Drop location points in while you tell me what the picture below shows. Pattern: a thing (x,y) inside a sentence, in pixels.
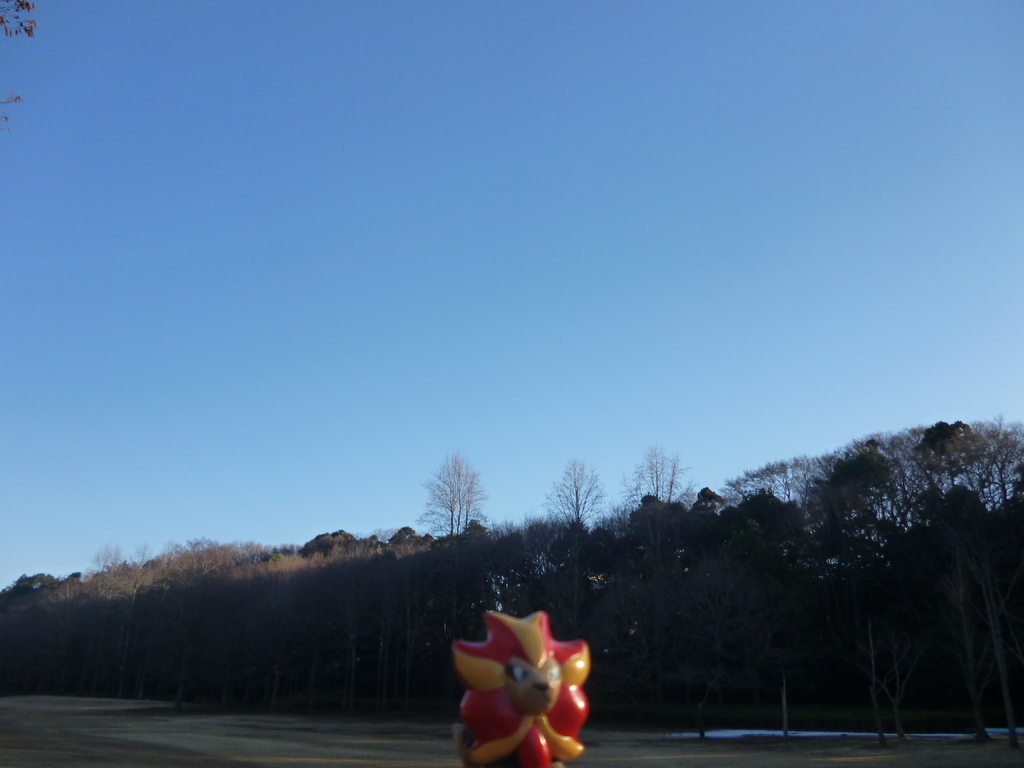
In this picture we can see a toy (529,752) and at the back of this toy (482,752) we can see the ground (310,736), trees (350,584) and in the background (369,184) we can see the sky (512,285).
